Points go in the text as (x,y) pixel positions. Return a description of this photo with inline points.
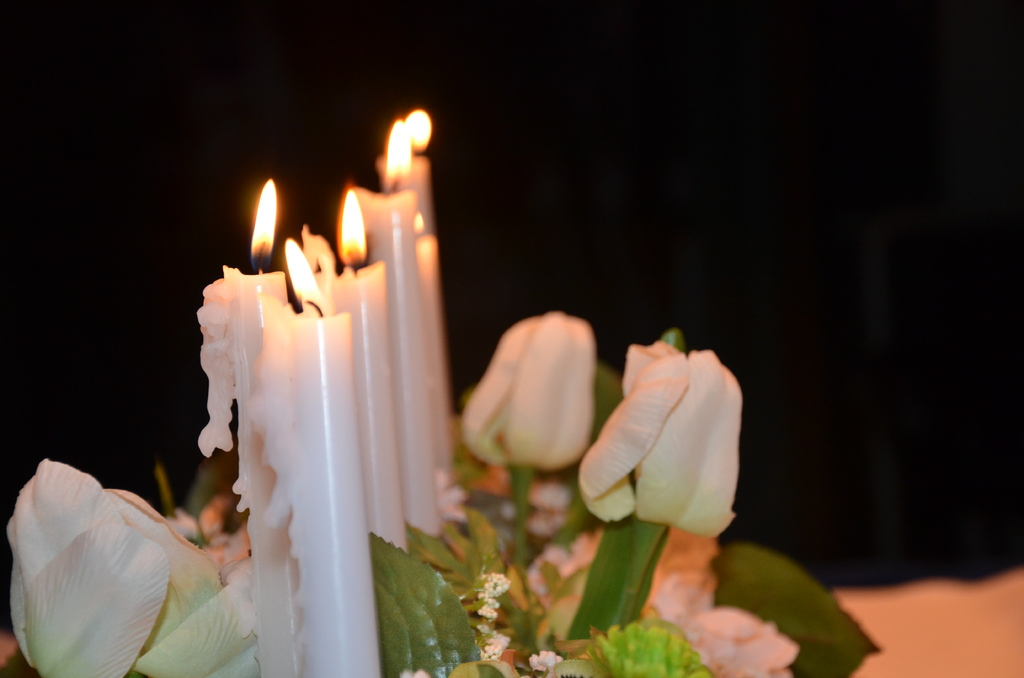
In this picture there are candles (355,581) on the left side of the image (310,453) and there are flowers (617,426) at the bottom side of the image (55,580).
